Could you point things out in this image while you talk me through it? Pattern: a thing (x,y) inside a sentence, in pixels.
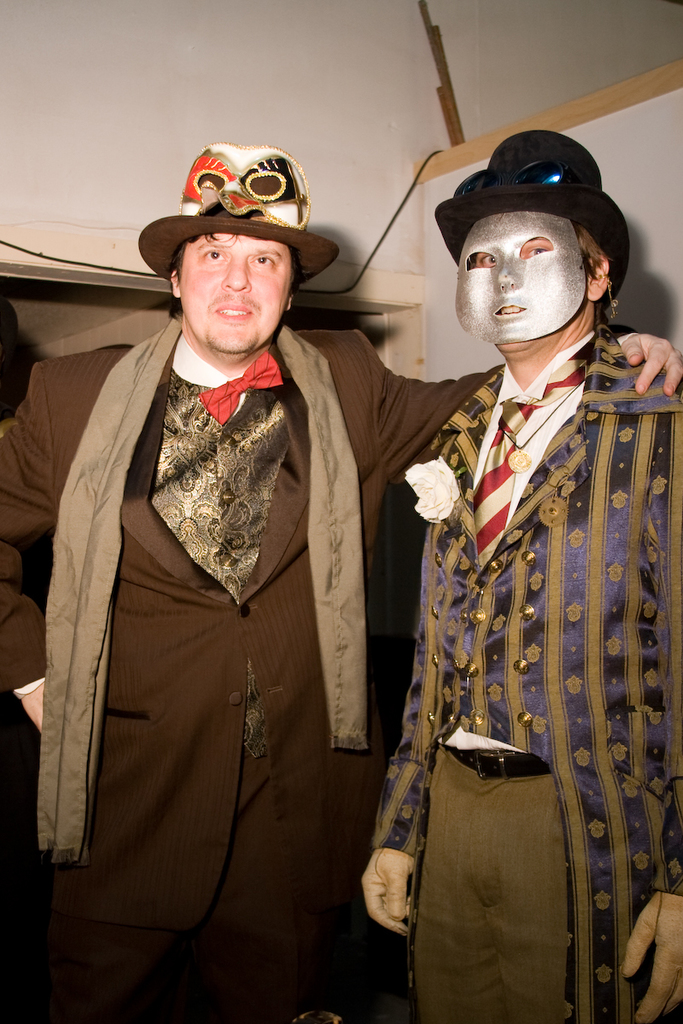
In this image I can see two men (493,559) standing and giving pose for the picture. I can see the caps (253,215) on their heads (519,207). The man (511,357) who is on the right side (554,514) is wearing a mask (501,320) to his face (485,272). In the background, I can see a wall (116,115).
